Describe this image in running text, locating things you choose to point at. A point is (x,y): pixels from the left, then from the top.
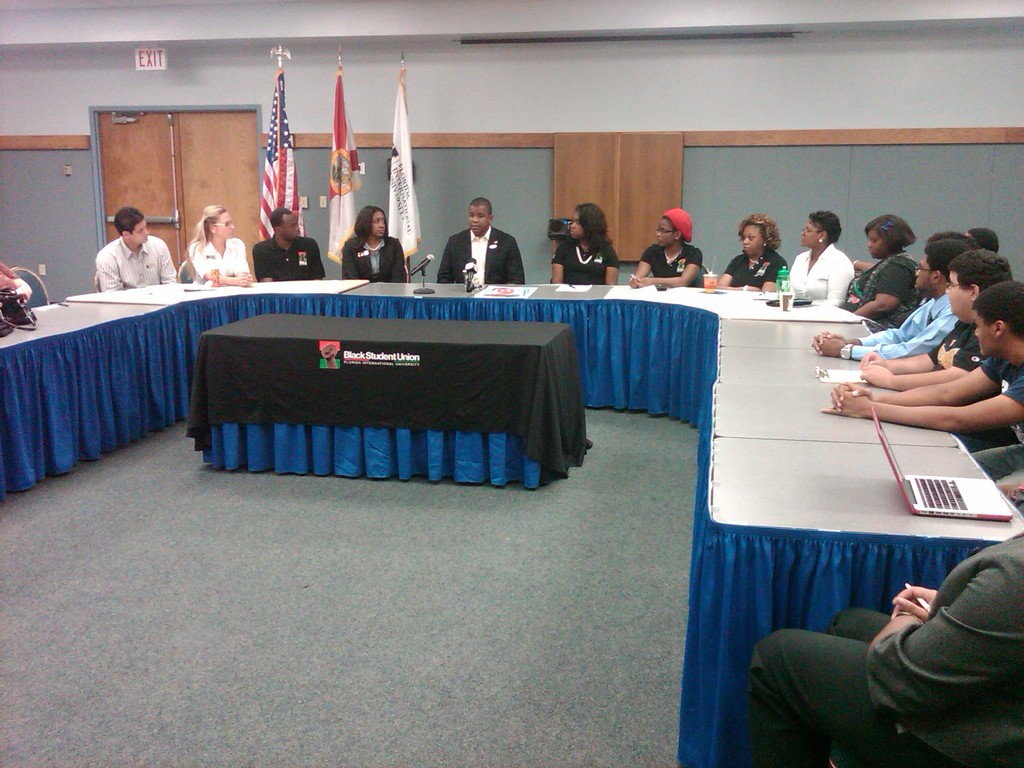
In this image, we can see a group of people (953,350) wearing clothes (147,252) and sitting in front of the table (148,285) contains mics (417,265), bottle (781,279) and laptop (924,491). There is an another table (466,367) in the middle of the image (466,367) which is covered with a cloth (396,400). There is a door (188,150) and flags (283,137) in the top left of the image (232,148).
